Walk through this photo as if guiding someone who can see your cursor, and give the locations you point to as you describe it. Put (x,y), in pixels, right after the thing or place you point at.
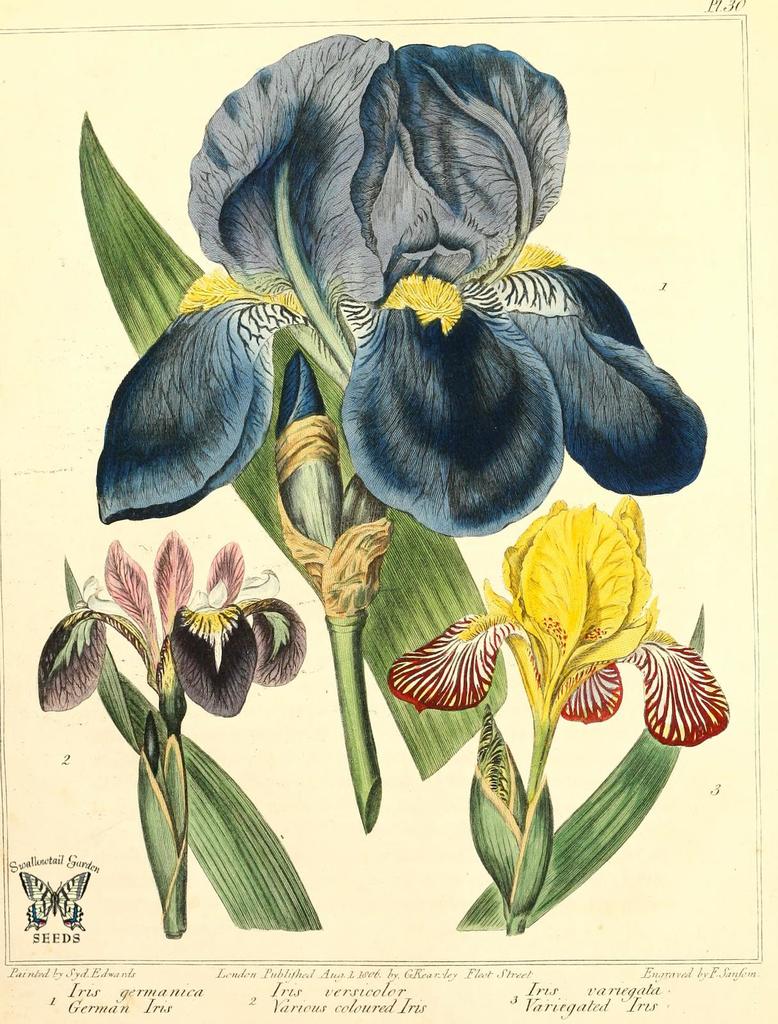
In this image, we can see there is a sheet (607,688) having paintings (111,479) of three plants (78,642) and a butterfly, and there are texts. And the background of this sheet (607,47) is cream in color.
